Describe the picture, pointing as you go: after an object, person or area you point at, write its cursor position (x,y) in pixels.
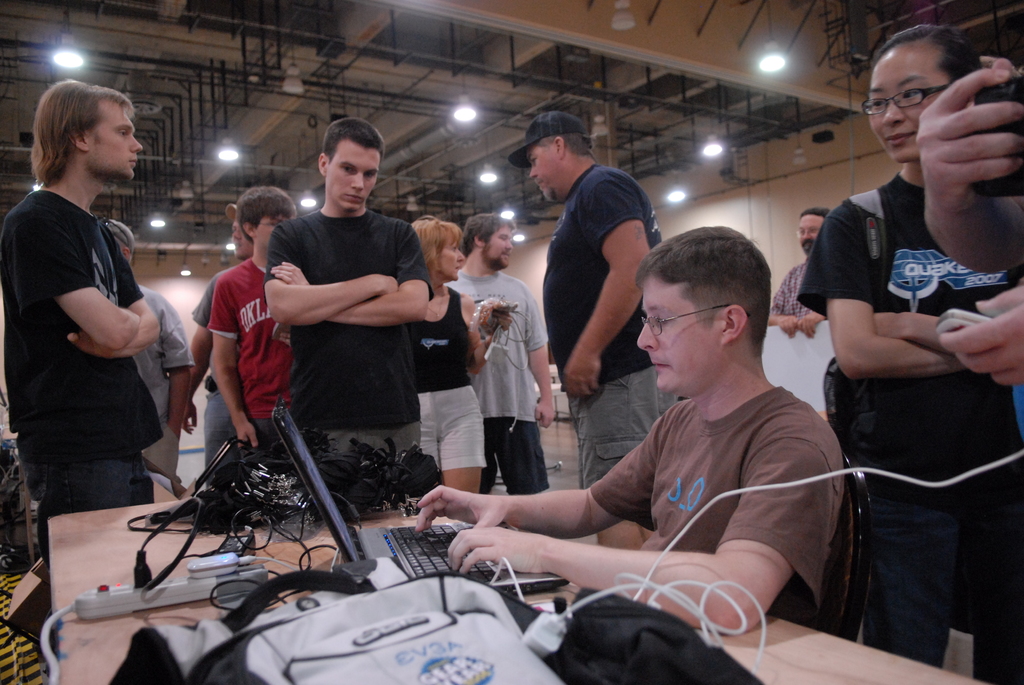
In this image there is a person (75,95) standing towards the left (23,236), he is wearing a black T-shirt (81,421). Towards right (758,259) there is a person (746,613) sitting on the chair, he is operating laptop (537,582). There is a black and white bag (150,679) on the table (125,644), there are few cords (213,505) on the table (162,505). There is a lady (480,338) holding the cords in the background (434,449). There is a light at the top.
